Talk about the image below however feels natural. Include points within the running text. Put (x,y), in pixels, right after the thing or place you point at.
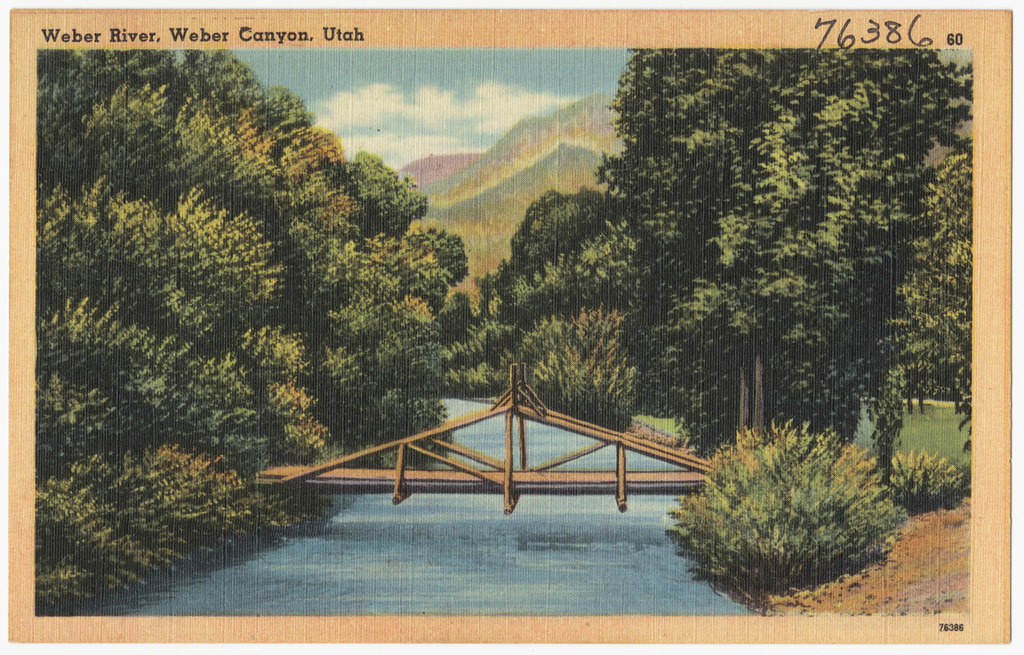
I see this is an depiction image and I see the bridge (396,492) over here and I see the water (486,440) and I see the plants (734,539) and trees (430,232) and I see the sky (333,83) and I see few words (212,35) and numbers (904,39) written.
